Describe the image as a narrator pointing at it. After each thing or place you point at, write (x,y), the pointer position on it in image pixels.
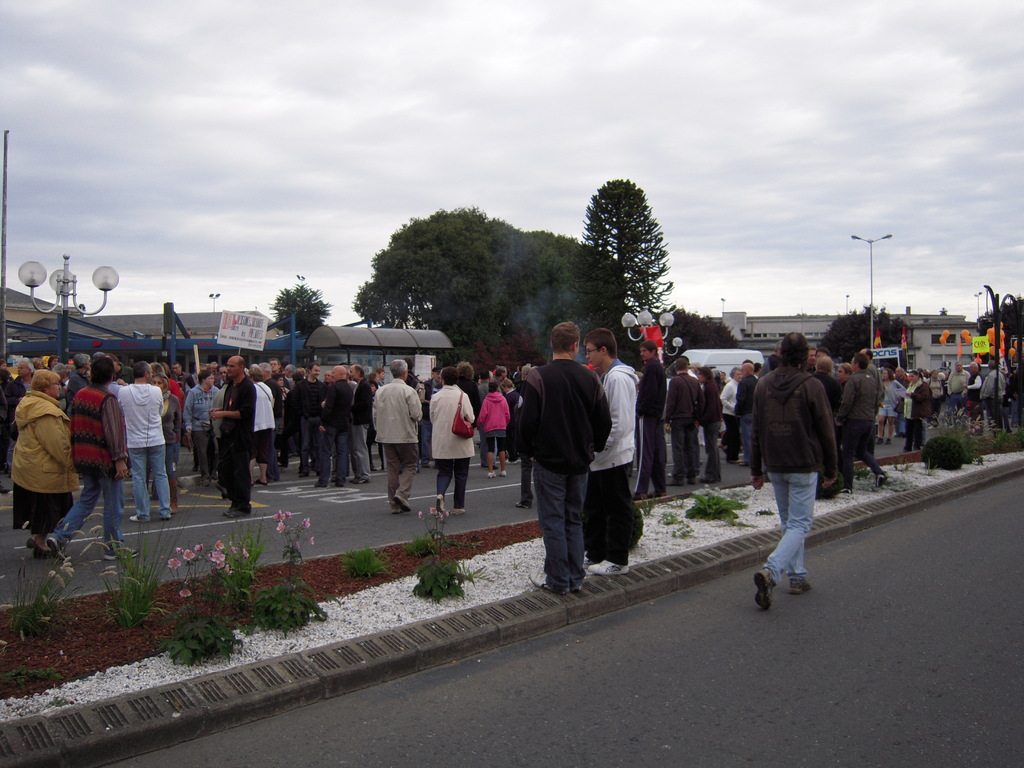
In this image we can see there are few people (332,430) walking on the road (483,503) and few (596,501) are standing at the center of the road (998,513) and there are a few plants (446,584) and there is a street light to a side of a road (269,539). In the background (160,346) there are buildings (208,337), trees (436,299) and sky (348,148).
